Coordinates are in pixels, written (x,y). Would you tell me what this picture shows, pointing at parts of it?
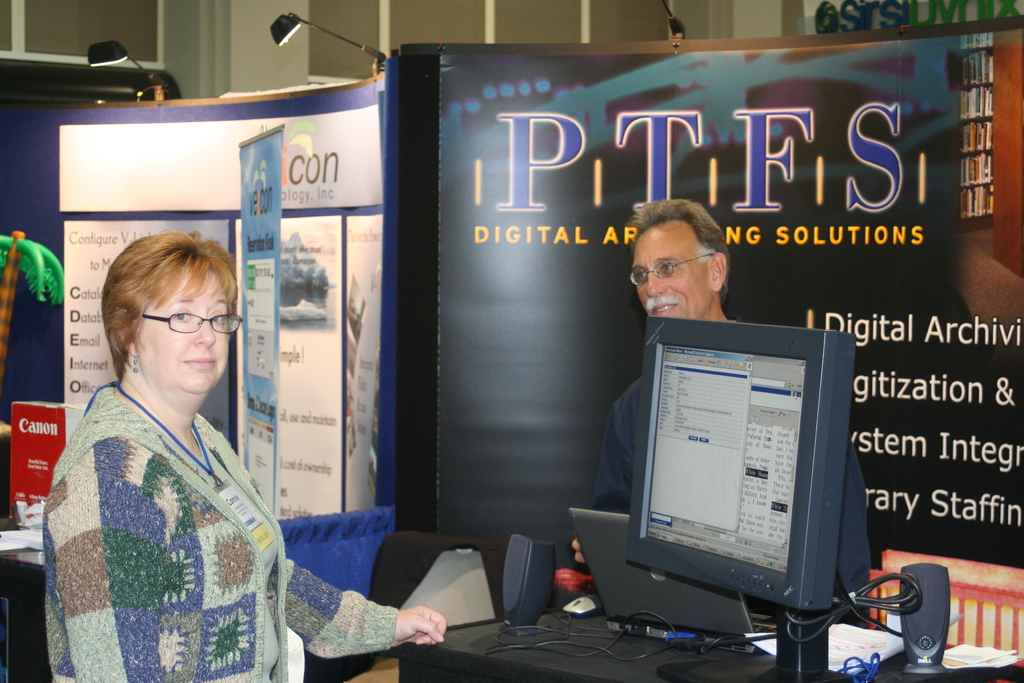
In this image we can see a man (616,467) and a woman (137,287) standing beside a table (565,657) containing a monitor (711,665), laptop (660,617), some papers (826,632), a speaker box (922,614), a mouse (583,598) and some wires (790,622) on it. On the backside (573,343) we can see some posters (523,386) with text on it. We can also see some lights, a toy tree (45,268) and a board (51,388). We can also see a name board (943,14) and a wall (474,35).
